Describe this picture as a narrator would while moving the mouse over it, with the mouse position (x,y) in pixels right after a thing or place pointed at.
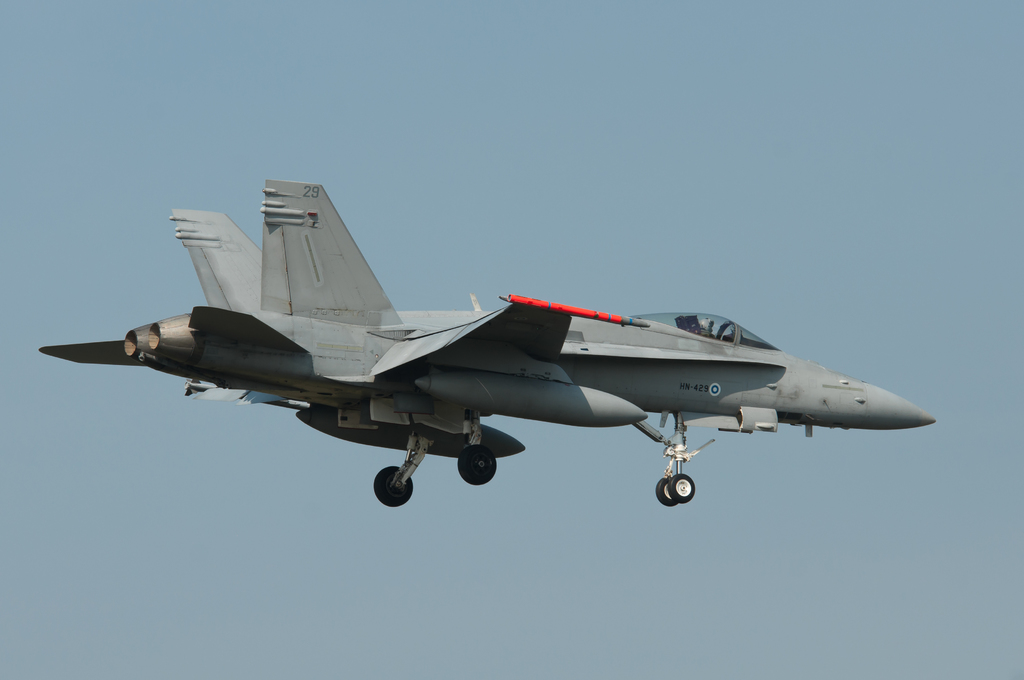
In this picture I can see an aeroplane (496,406) at the center (658,377), in the background (499,288) there is the sky (401,254).
